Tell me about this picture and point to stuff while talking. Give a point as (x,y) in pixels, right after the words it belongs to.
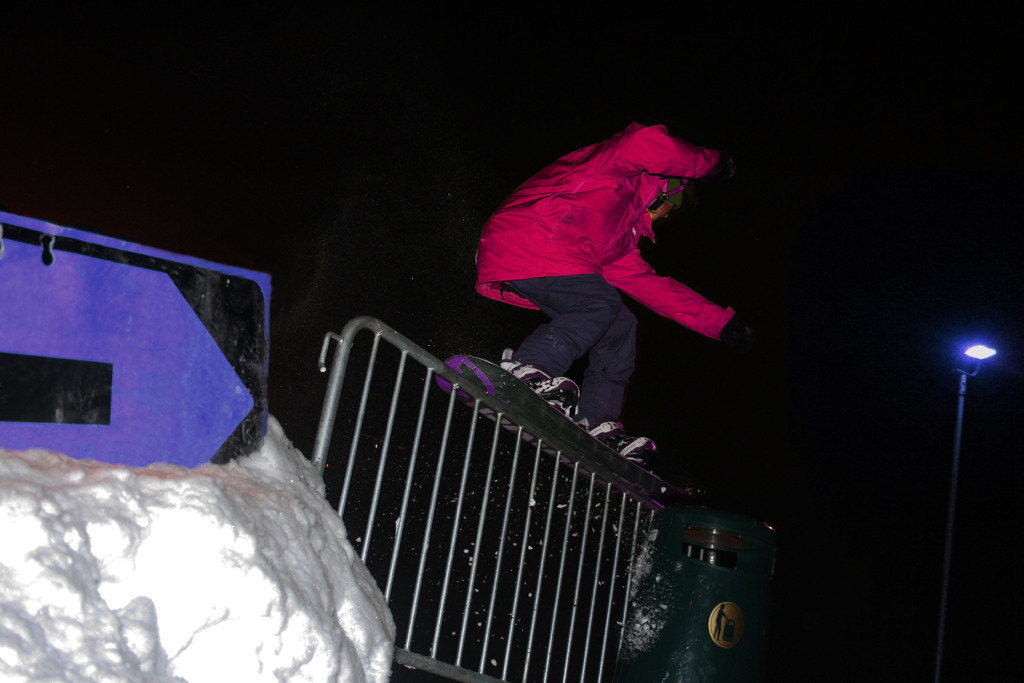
In this image, we can see a person (616,384) skating on the gate (398,383) and in the background (702,622), there is a light (966,380), a bin (688,596) and snow (168,523).
